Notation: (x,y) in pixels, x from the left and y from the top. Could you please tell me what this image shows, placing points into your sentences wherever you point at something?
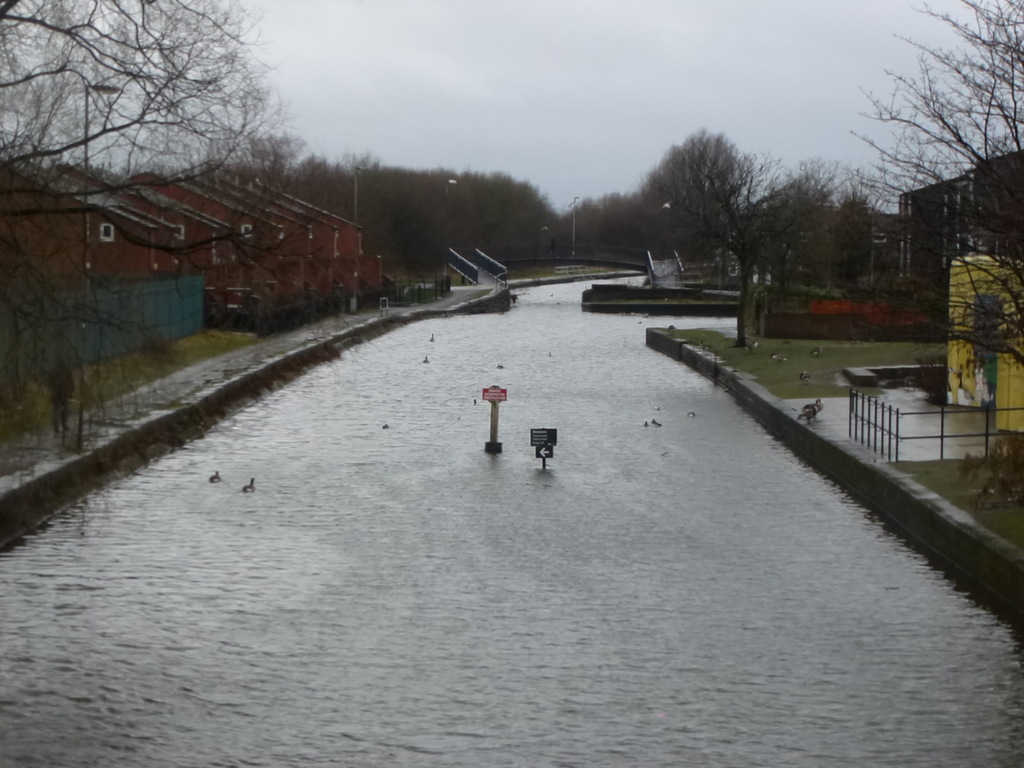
In the center of the image (578,473) there is water (496,594). There are directional boards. There are birds (815,410). On both left and right side of the image (899,223) there are buildings (938,217), trees (227,234). There is a metal fence (949,413) on the right side of the image (908,418). There are street lights (357,195). In the background of the image (502,78) there is sky (551,79).
